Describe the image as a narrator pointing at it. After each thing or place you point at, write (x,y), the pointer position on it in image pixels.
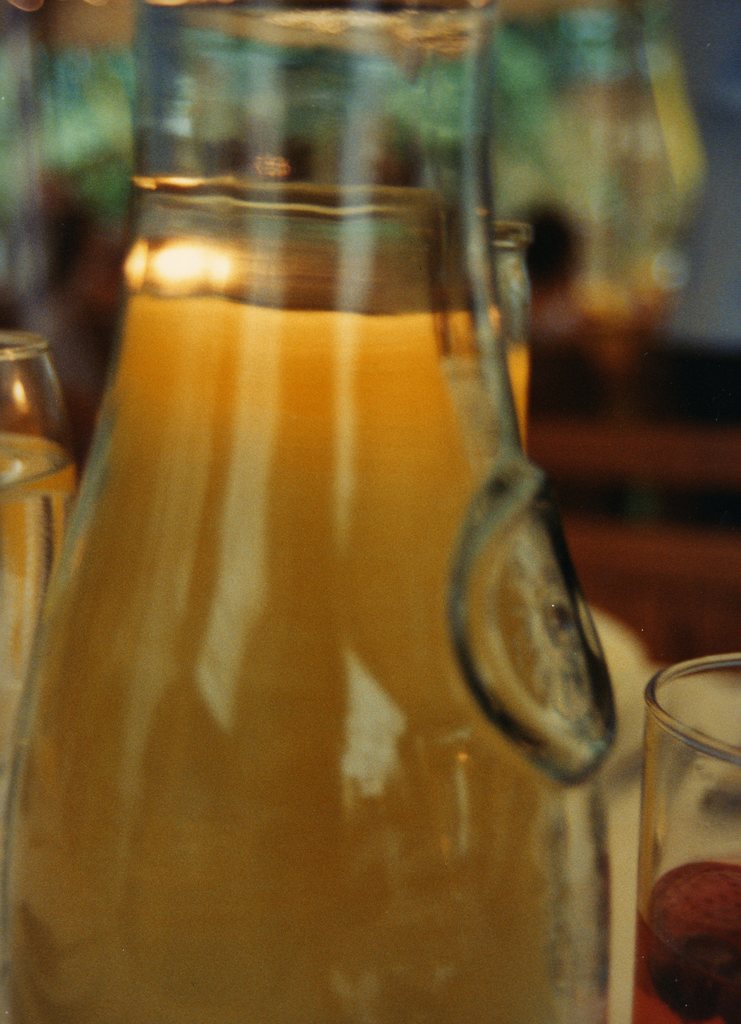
This picture shows a bottle (257,539) with some drink (278,709) filled in it. Beside the bottle (515,895) there is a glass (663,864) placed on the table (624,911).
